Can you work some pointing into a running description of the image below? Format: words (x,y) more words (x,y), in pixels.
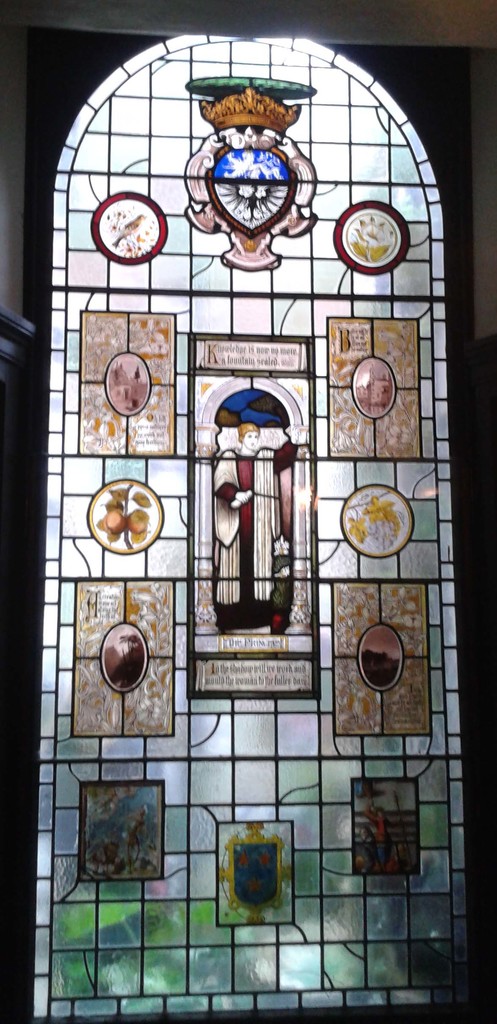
In this image I can see a colorful design window (257,425).
